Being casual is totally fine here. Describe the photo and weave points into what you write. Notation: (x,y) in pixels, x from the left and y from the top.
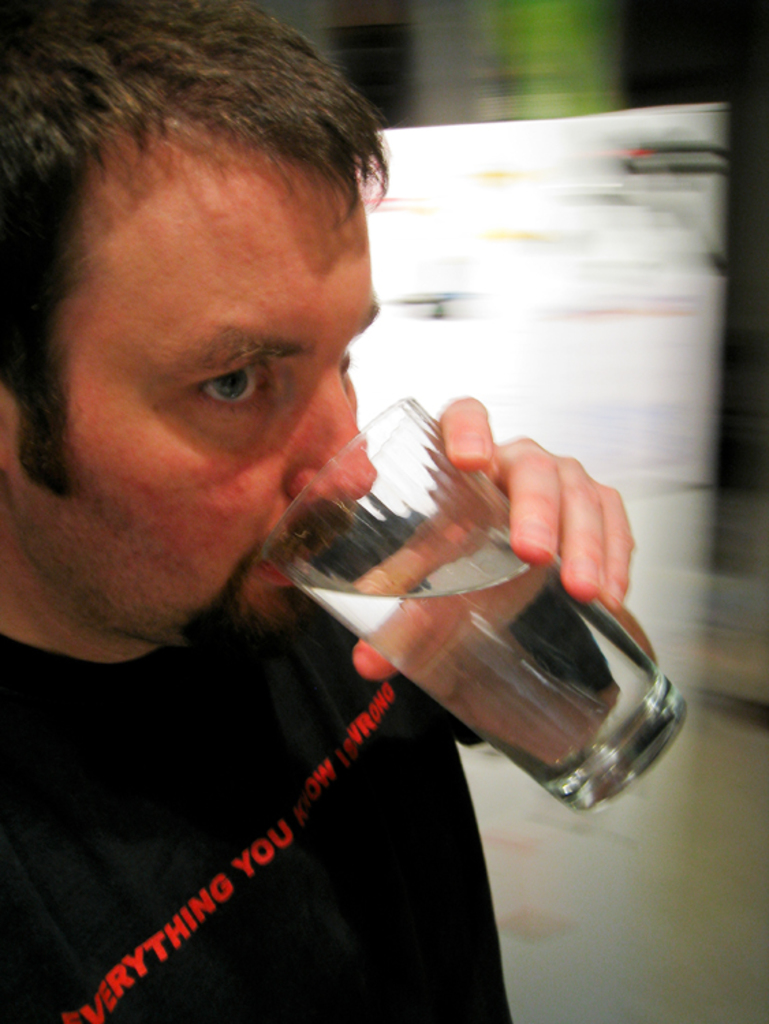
In this image I can see the person (331,846) is holding the glass (489,649) and the person (294,853) is wearing black color shirt (338,853) and I can see the blurred background (753,465).
